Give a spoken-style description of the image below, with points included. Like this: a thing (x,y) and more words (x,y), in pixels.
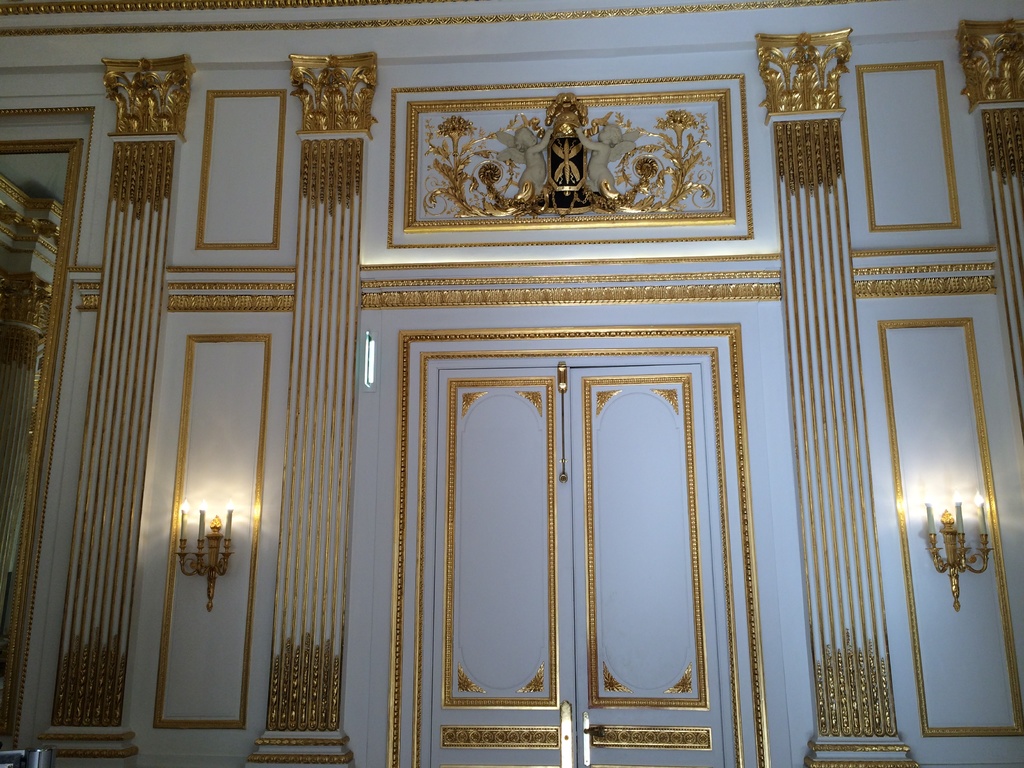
In this image I can see two doors (570,561) in the centre (534,492) and on the both sides of it I can see six candles (228,521). On the top side of this image (557,123) I can see few sculptures (589,128).
